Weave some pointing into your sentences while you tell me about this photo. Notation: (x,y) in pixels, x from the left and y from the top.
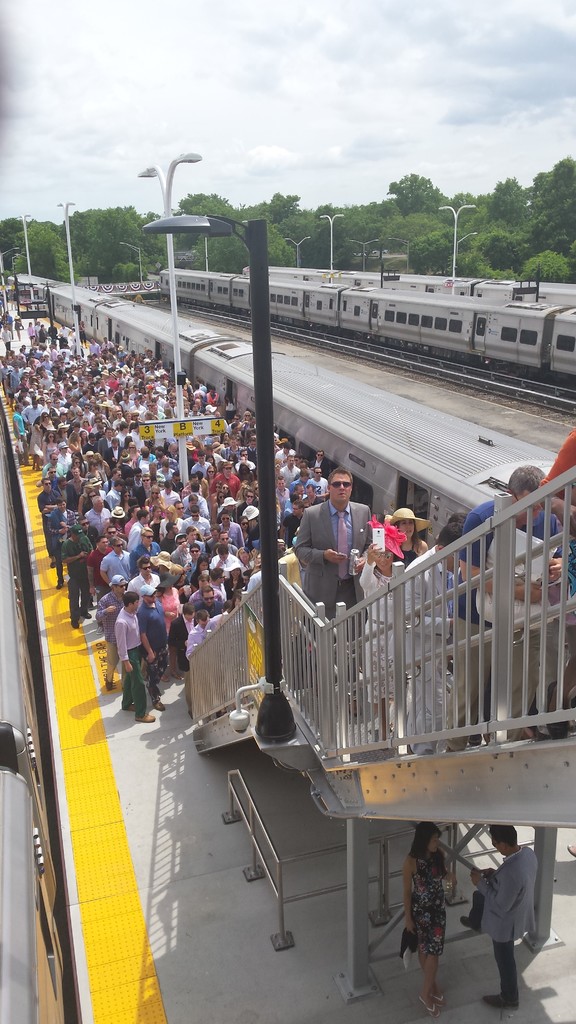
In this picture we can see group of people (173,495), few are standing and few are walking, beside to them we can find few poles (72,256), lights (194,219) and trains (488,339) on the tracks (459,369), in the background (432,250) we can see trees (445,228) and clouds (328,131), and also we can find few metal rods (397,651).
